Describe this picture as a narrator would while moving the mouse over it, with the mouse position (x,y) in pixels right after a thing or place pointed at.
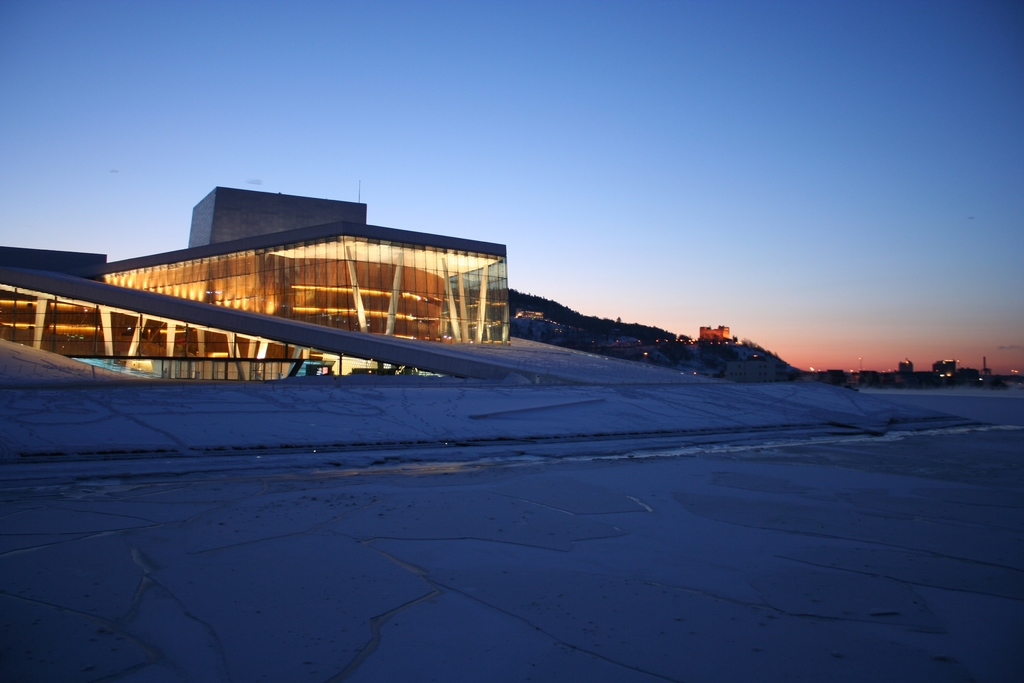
In this picture we can see snow (527,388) and building (426,309). In the background of the image (678,361) we can see lights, trees (660,349) and sky (765,164).
